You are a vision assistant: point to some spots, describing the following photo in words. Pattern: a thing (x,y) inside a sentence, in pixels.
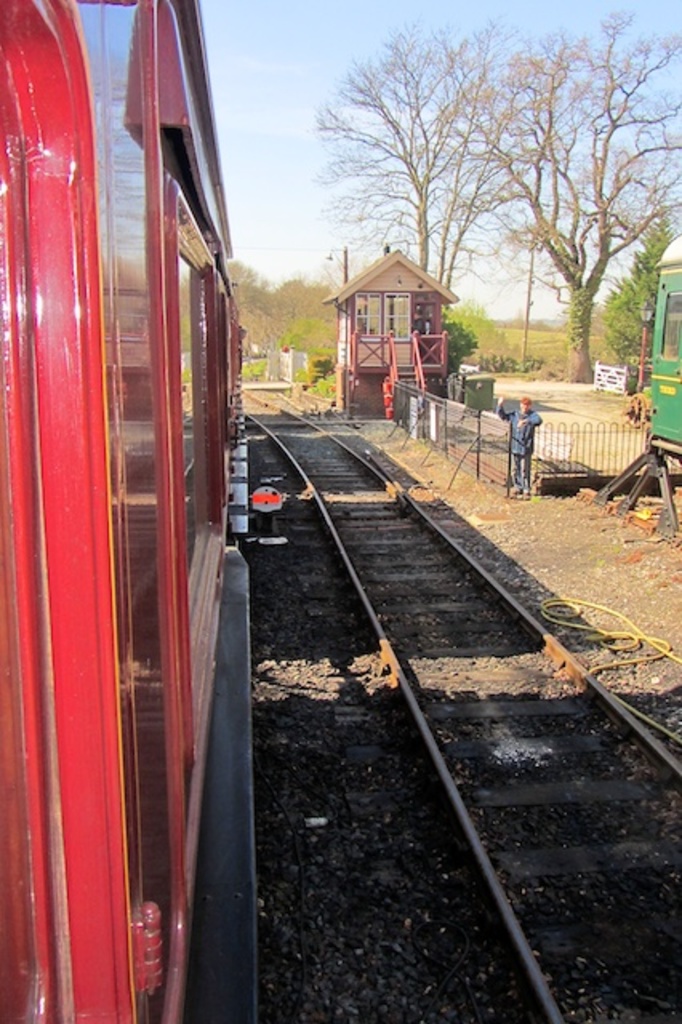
On the left side of the image (129,517) we can see a train (192,995) and railway track (430,535). Here we can see a person (500,414), fence (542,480), shed (389,289), and trees (573,205). On the right side of the image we can see a train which is truncated. In the background (318,28) there is sky (517,274).
